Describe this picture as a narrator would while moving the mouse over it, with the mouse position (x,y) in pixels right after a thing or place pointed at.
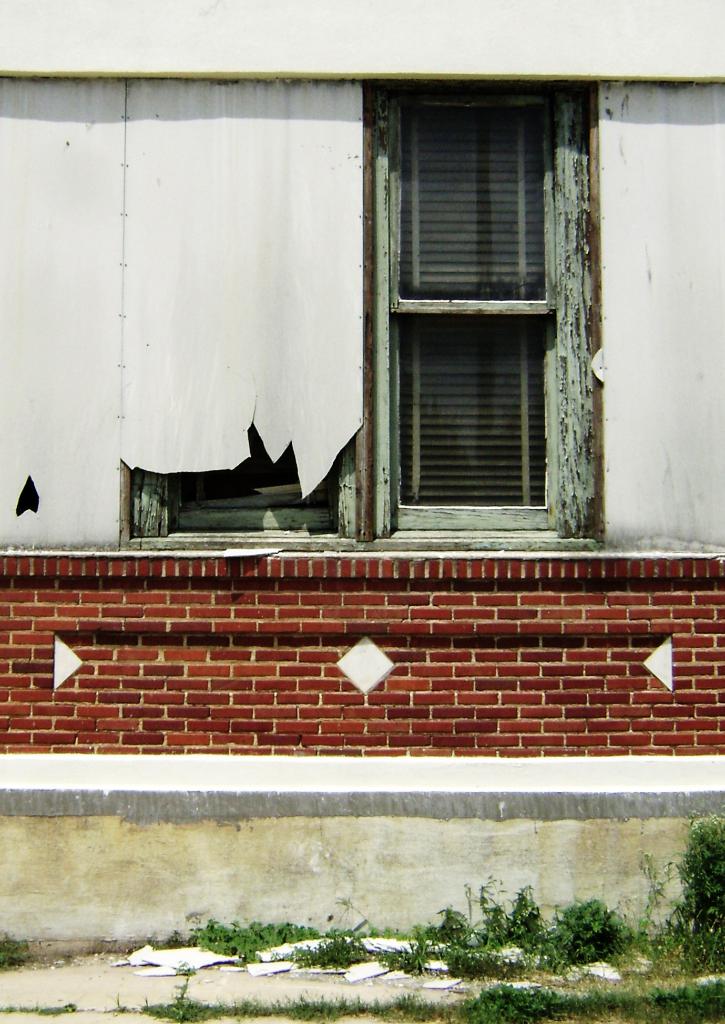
At the bottom of the picture (320,949) there are plants (720,854), grass (352,1007) and some materials (190,952). In the center of the picture (437,638) there is a brick wall (174,628). At the top (307,176) there are window (439,155) and wall (252,186) painted white.
